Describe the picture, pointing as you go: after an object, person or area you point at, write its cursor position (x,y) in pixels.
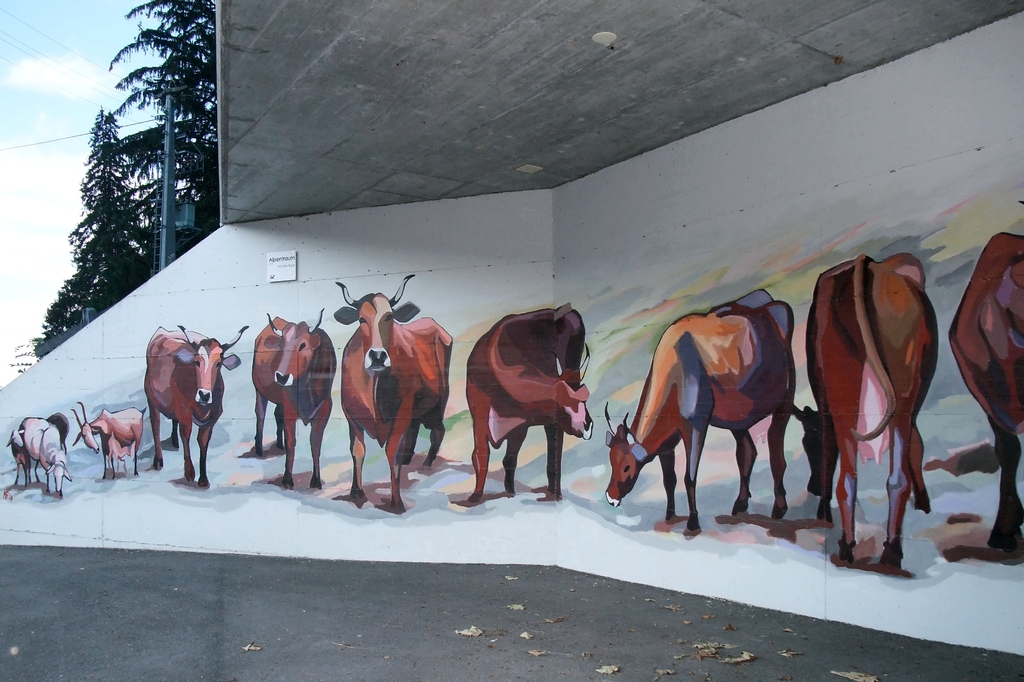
In this image we can painting (366,422) of animals (558,432) on the wall (534,424). At the bottom (396,655) we can see leaves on the road (341,668). In the background (112,153) we can see trees (133,190), objects (161,183) on a pole (167,168), wires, roof (283,160) and clouds (69,71) in the sky (69,71).
